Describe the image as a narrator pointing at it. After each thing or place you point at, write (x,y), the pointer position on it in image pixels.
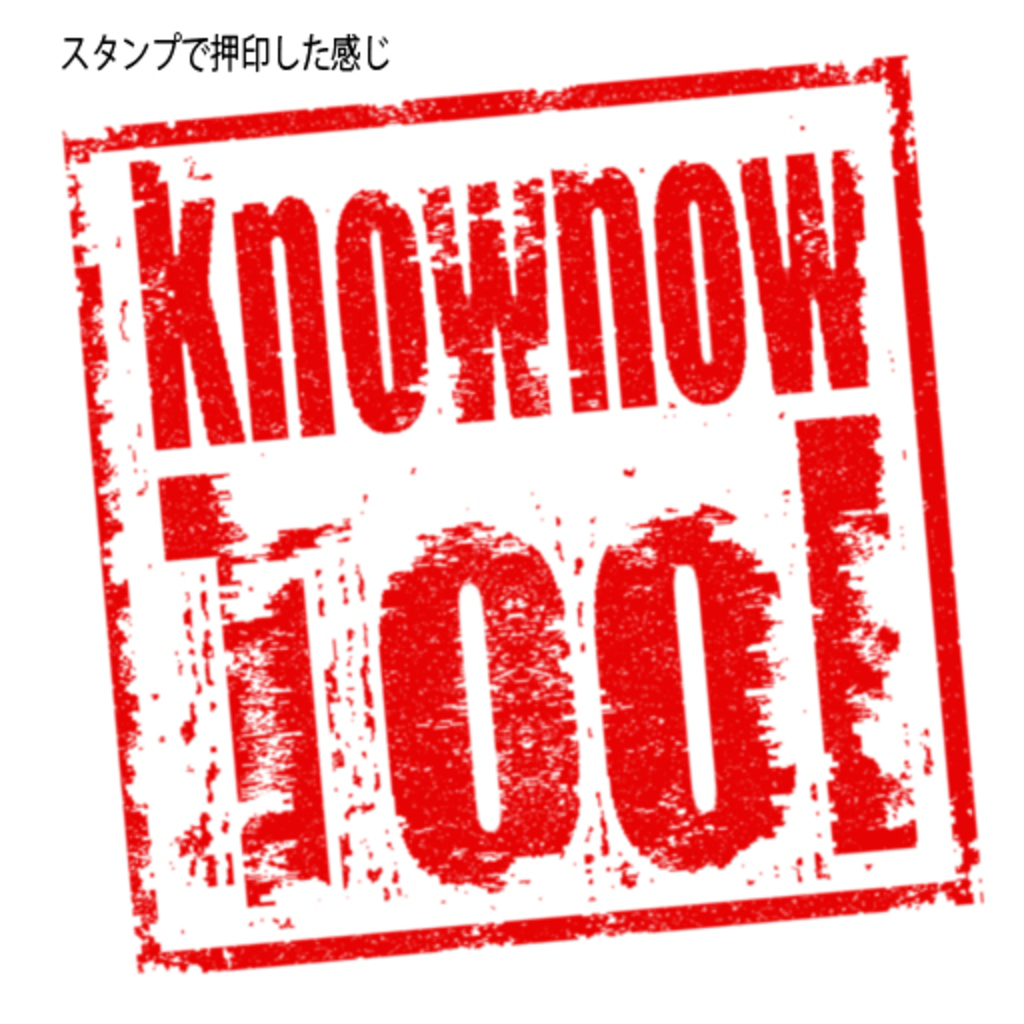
In this image I can see something is written in red and in black colour. I can also see white colour in the background (659,119).
